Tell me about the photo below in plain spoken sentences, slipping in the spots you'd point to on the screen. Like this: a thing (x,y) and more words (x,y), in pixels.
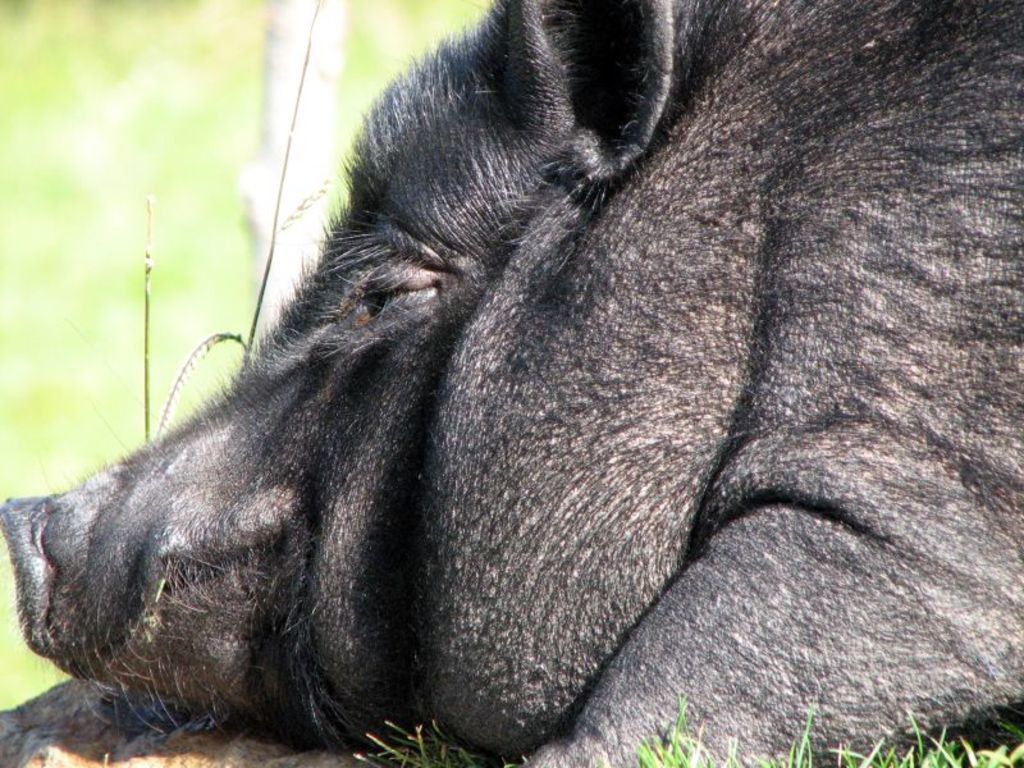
In this picture we can see an animal (572,538) on the grass (945,752).
